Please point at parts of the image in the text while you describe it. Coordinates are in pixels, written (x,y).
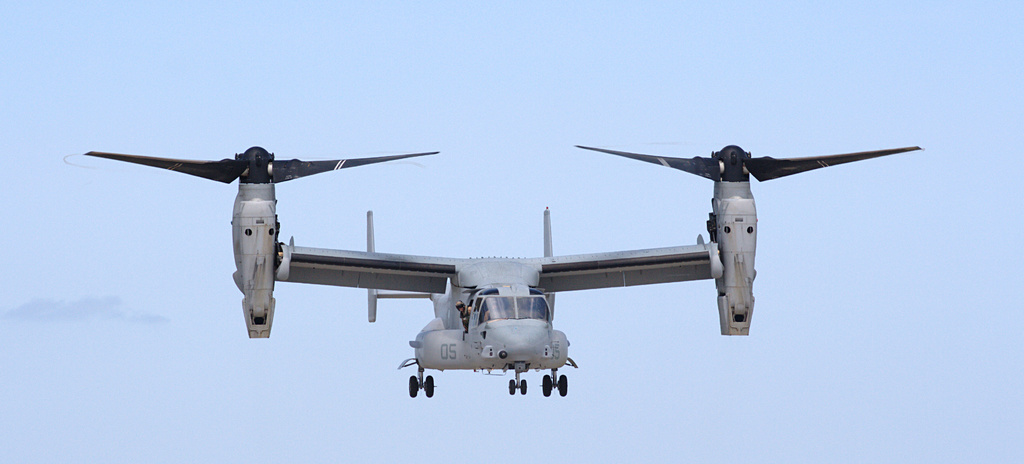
In this image, we can see an aircraft (504,314) with a person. We can see the sky (432,251).
